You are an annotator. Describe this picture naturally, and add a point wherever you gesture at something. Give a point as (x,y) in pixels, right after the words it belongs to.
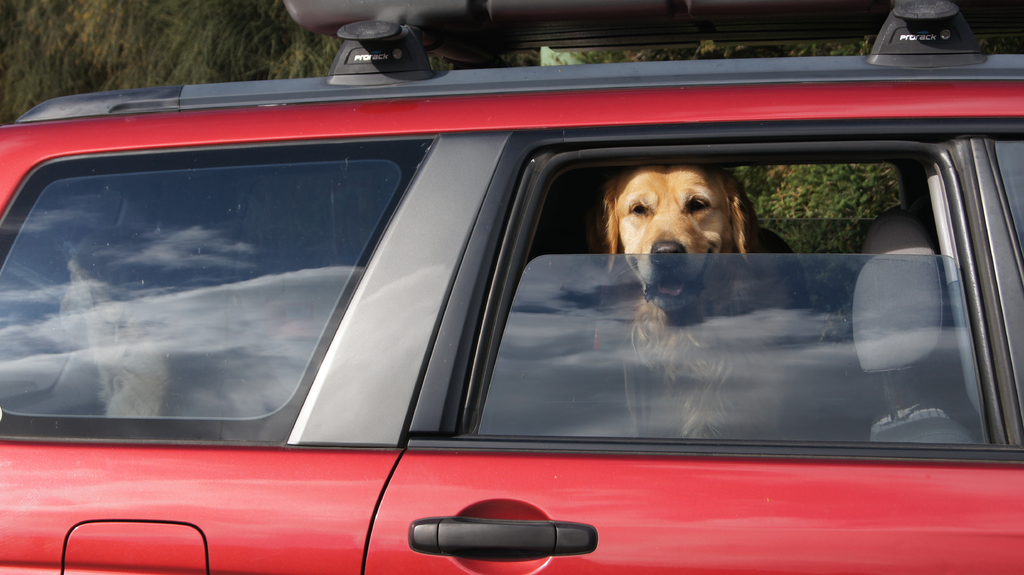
On the background (233,58) we can see trees (159,30). Here we can see a dog (715,192) sitting inside a red colour car (615,315).
